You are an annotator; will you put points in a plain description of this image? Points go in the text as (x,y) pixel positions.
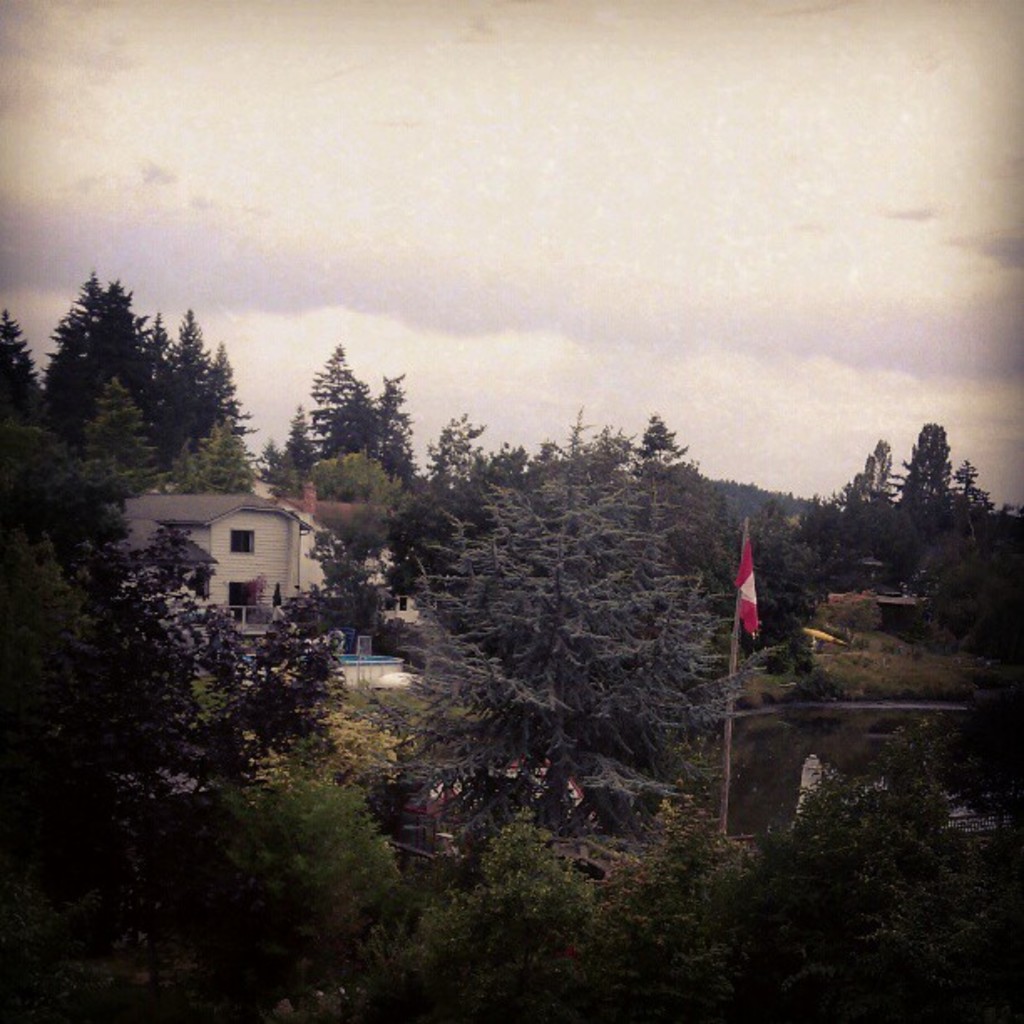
In this picture I can observe some trees (591,705). There is a flag (740,614) on the right side (756,622). I can observe a house (249,574) on the left side (292,576). In the background (365,287) I can observe some clouds (575,285) in the sky (365,170).
